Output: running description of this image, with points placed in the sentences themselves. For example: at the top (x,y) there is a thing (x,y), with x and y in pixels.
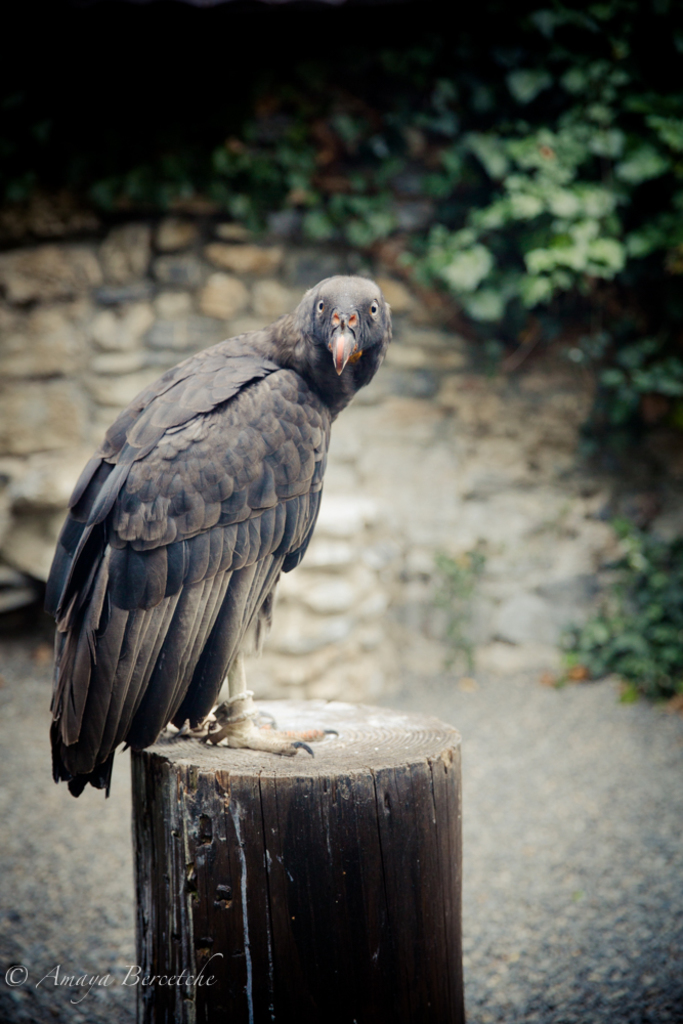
In the picture we can see a bird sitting on the part of a tree branch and in the background (646,171) we can see some plants (528,258).
